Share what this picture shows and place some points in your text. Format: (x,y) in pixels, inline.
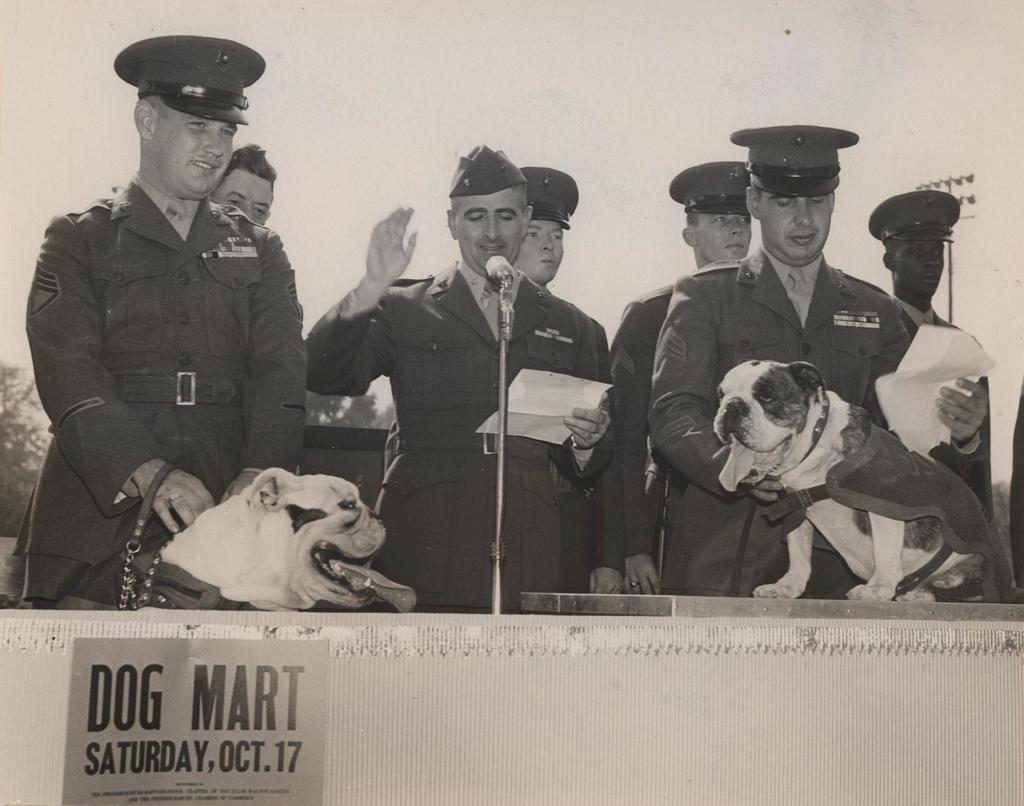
This picture describes about group of people (459,369) who are all standing in front of microphone (492,278) and there are some dogs (347,548) in front of them in the middle of the image (554,422) a person (424,361) holding a piece of paper (537,400) in the background (17,419) we can see couple of trees (9,476) and a pole (950,191).
